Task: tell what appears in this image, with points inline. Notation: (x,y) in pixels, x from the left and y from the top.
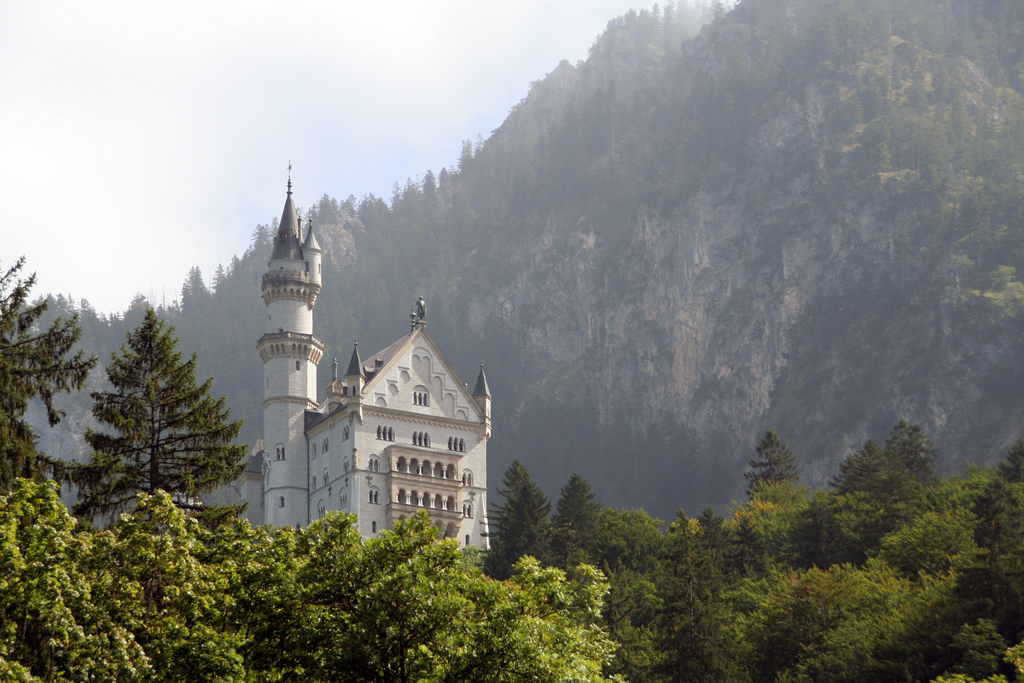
In this image we can see a building (290,421). We can also see a group of trees (516,577), the hills (847,103) and the sky (395,67) which looks cloudy.
